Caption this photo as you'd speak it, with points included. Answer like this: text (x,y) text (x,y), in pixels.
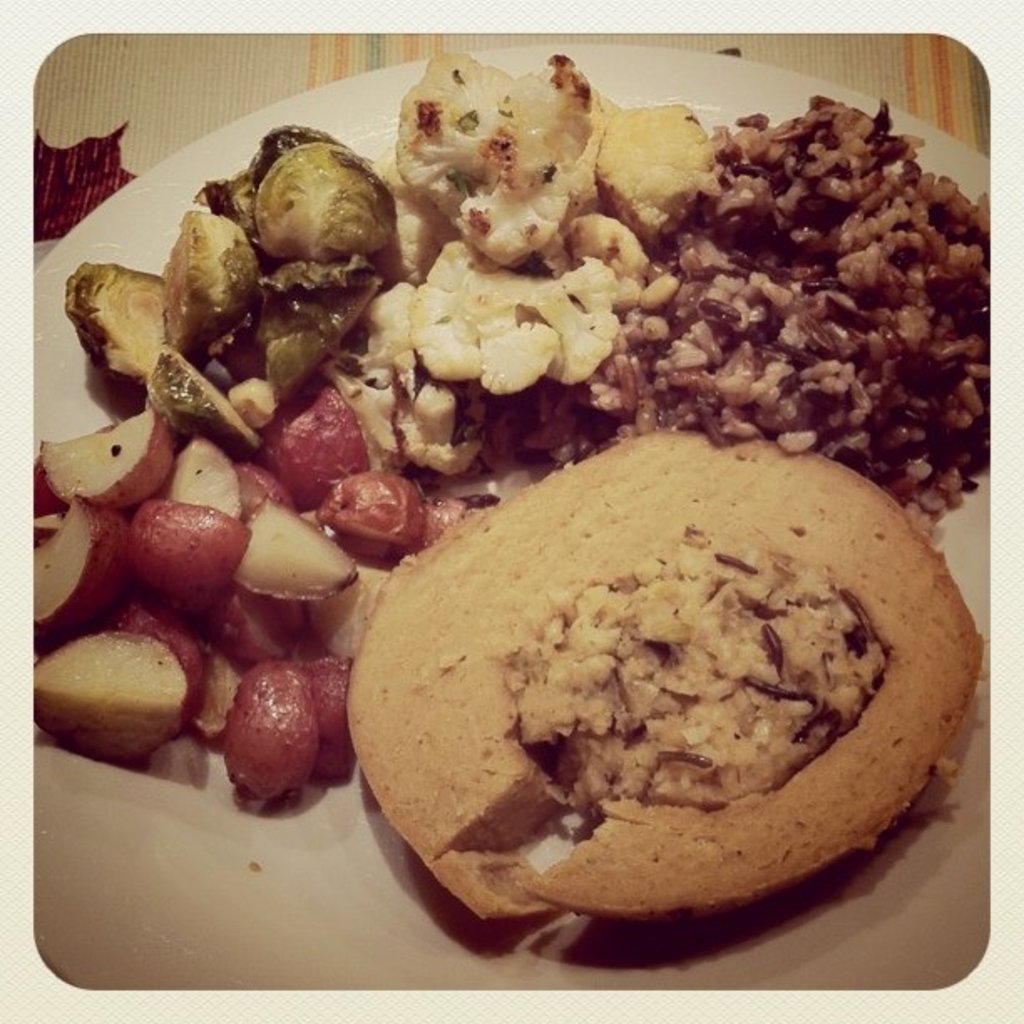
In this image we can see there are some food items (533,576) are placed on a plate (161,779).
